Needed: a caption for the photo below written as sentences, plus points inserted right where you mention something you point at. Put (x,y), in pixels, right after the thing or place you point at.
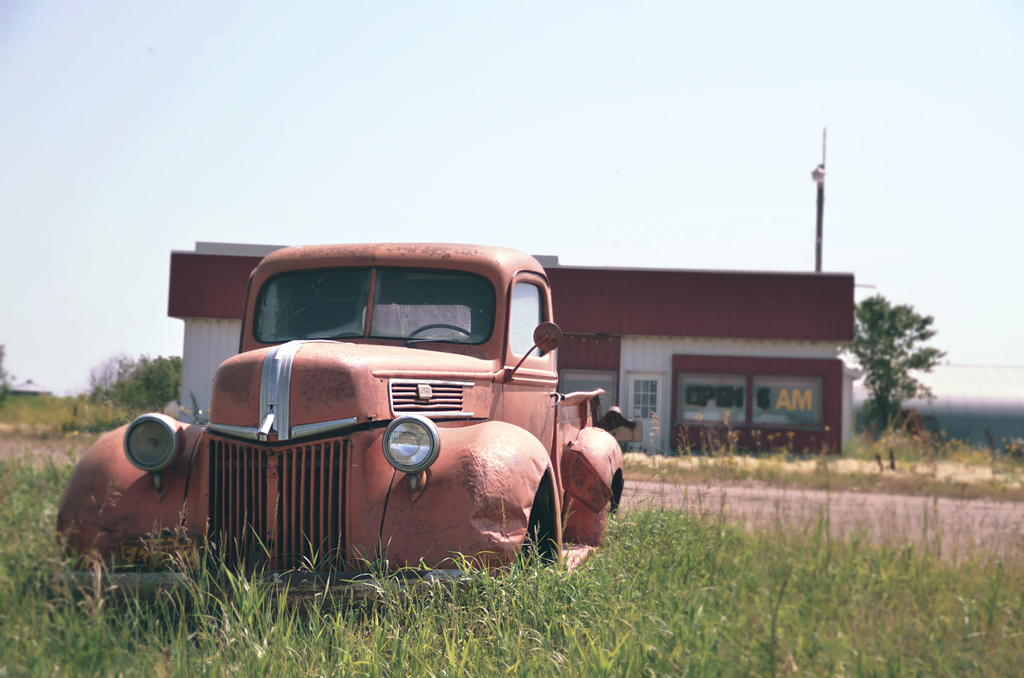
In this image I can see a car (459,258) visible on grass (762,565), backside of the car (278,295) I can see a road (774,511) and building (725,291) and tree (860,312), at the top (815,194) I can see the sky (873,290). This picture is taken during a day.
